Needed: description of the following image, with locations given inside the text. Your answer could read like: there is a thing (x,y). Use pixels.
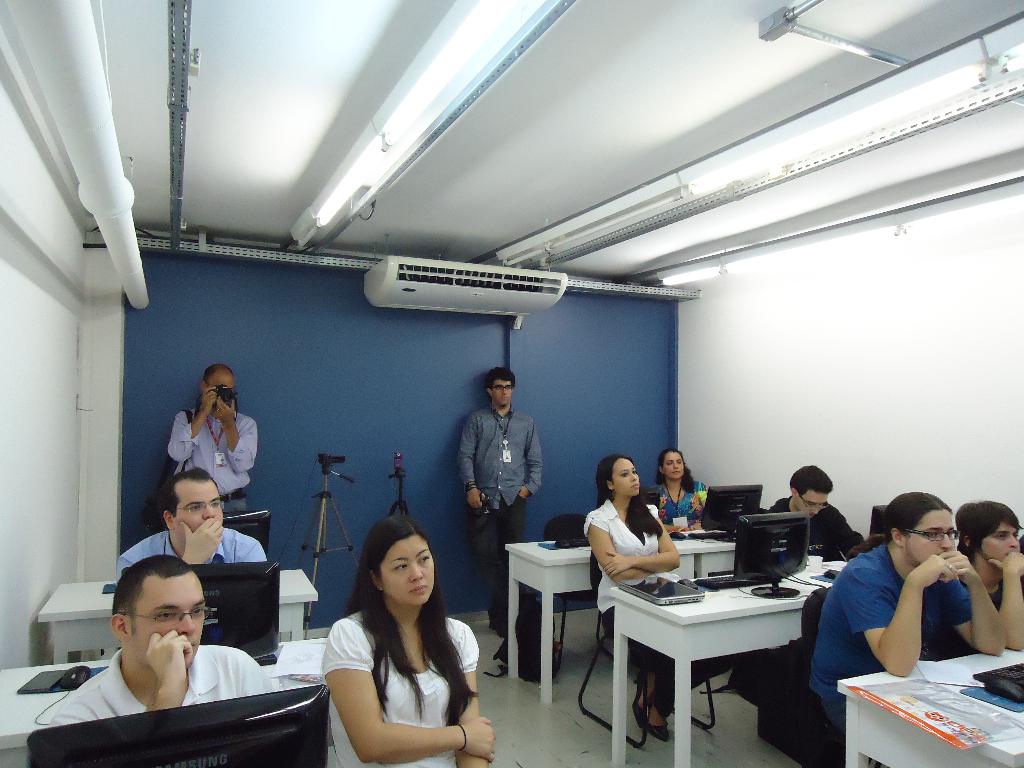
In this picture we can see a group of people (413,633) some are sitting on chairs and two are standing where one is taking picture with camera (226,398) and in front of them there is table (627,627) and on table (637,617) we can see monitors (739,553), keyboard (733,581), mouse (695,586), papers (933,723) and in background (481,336) we can see wall (450,345), AC (397,289), lights (515,248), stands (401,475).
